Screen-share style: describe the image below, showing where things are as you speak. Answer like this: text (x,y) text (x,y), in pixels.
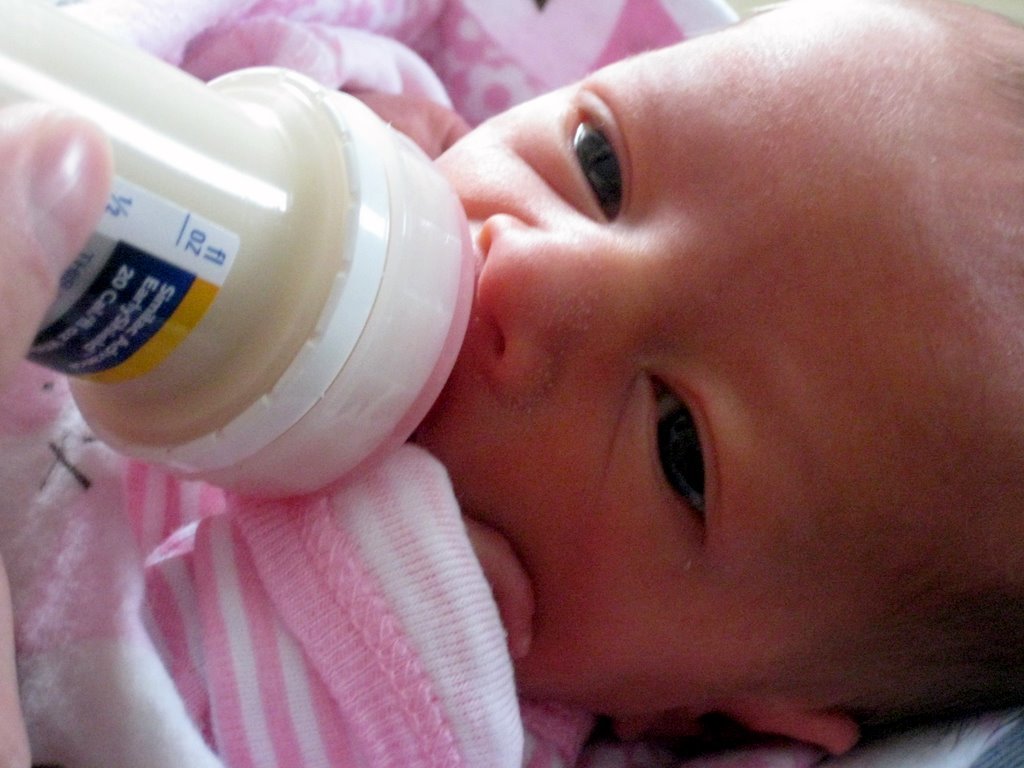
Here we can see that a baby (572,168) is lying, and holding a milk bottle (239,262) in the mouth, and here is some label (140,219) on it.
